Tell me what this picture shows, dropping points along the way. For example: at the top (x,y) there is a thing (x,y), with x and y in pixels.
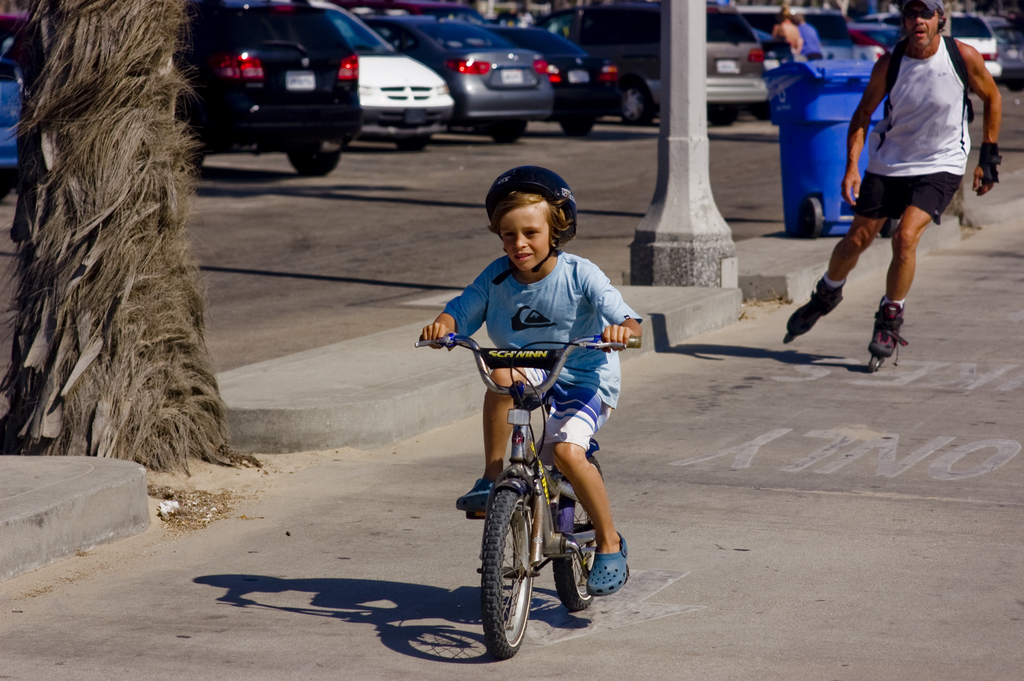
In this image i can see a kid (519,307) riding a bicycle (546,554). In the background (897,163) i can see few vehicles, a person (902,245) skating and a dust bin (819,161).
